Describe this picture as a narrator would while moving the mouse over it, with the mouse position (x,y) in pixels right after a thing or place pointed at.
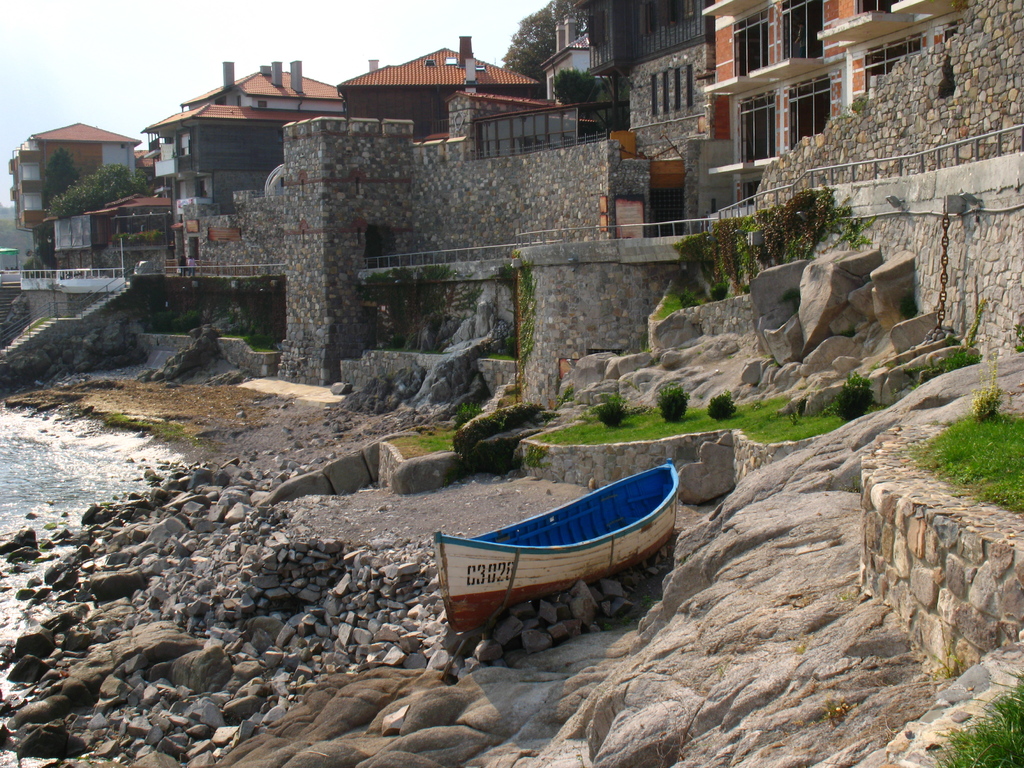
In this image I can see the boat (554,555) on the rock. To the side of the boat (448,576) I can see many rocks (96,565) and the water (87,467). In the background (426,231) I can see the stairs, railing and the wall (407,246). I can see many buildings (472,134) which are in brown color. I can also see the sky (183,69) in the back (197,93).
